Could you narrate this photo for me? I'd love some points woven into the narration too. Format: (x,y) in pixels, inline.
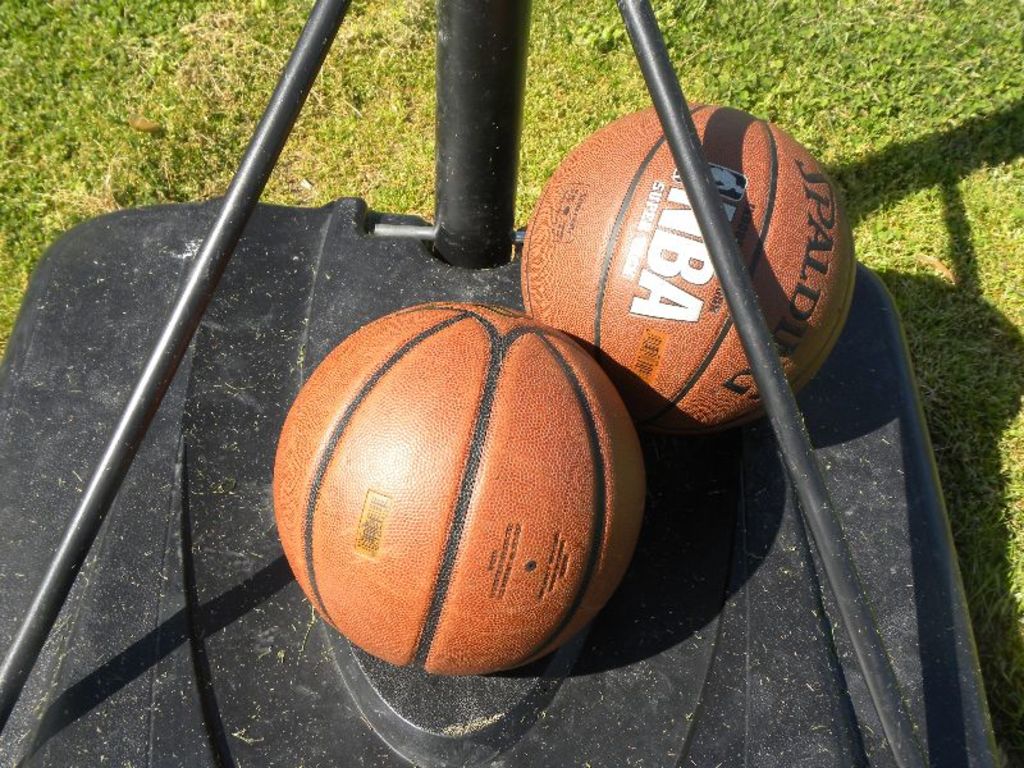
There are two balls (596,531) and this is an object (223,435). This is grass (117,128).
